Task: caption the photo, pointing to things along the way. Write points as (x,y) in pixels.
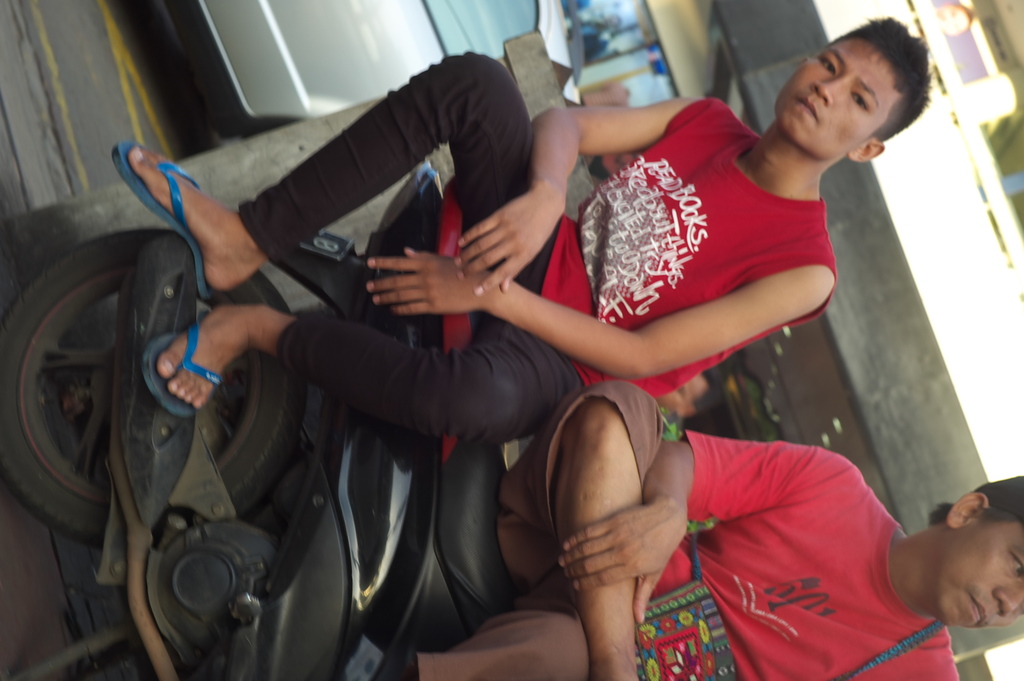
In this image we can see two persons (558,665) are sitting on a bike (268,538) and both of them are wearing a red color dress (766,521).
